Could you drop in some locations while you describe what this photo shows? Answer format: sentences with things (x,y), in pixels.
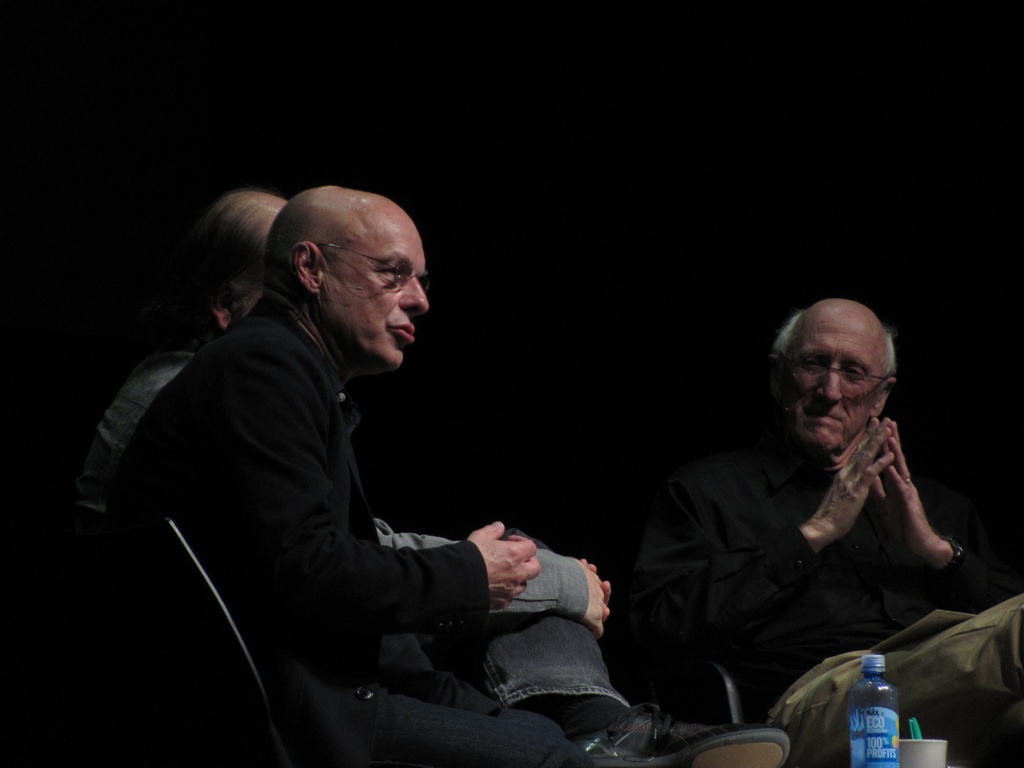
In this picture we can see three people (429,550) sitting on the chairs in front of the table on which there is a bottle (853,707) and a cup (910,766) and background (710,31) is black in color.
